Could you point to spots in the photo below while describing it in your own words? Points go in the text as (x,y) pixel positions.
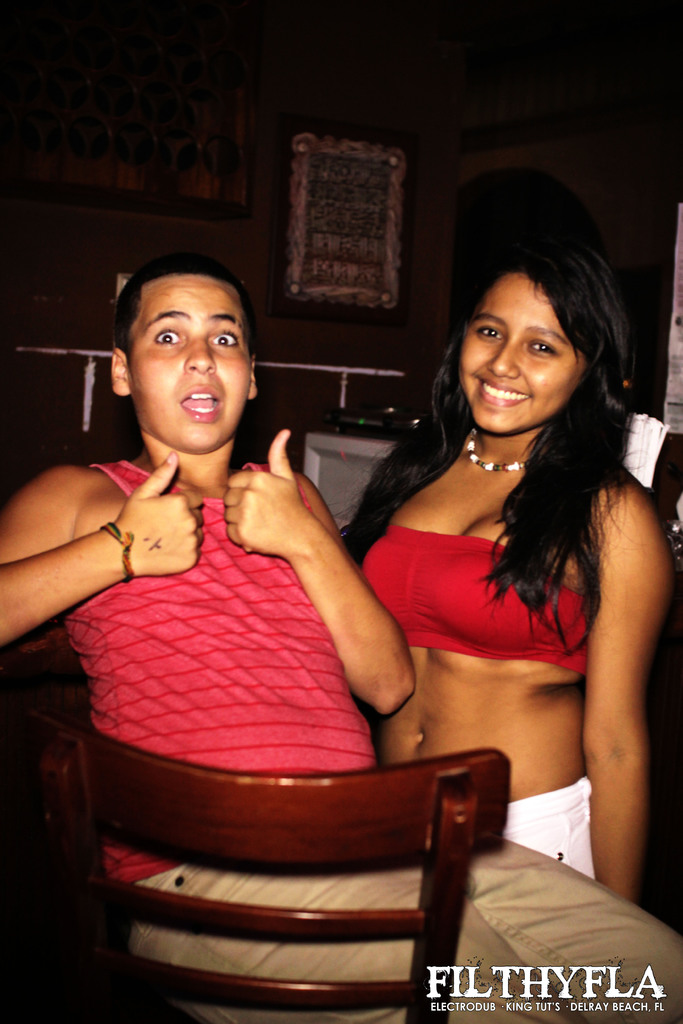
In the image there are two persons (284,476) both man (236,472) and woman (481,427). Man (226,466) is sitting on chair (202,823) and woman (422,530) is standing beside man (285,545) in background (150,246) there is a wall (115,240), frames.
